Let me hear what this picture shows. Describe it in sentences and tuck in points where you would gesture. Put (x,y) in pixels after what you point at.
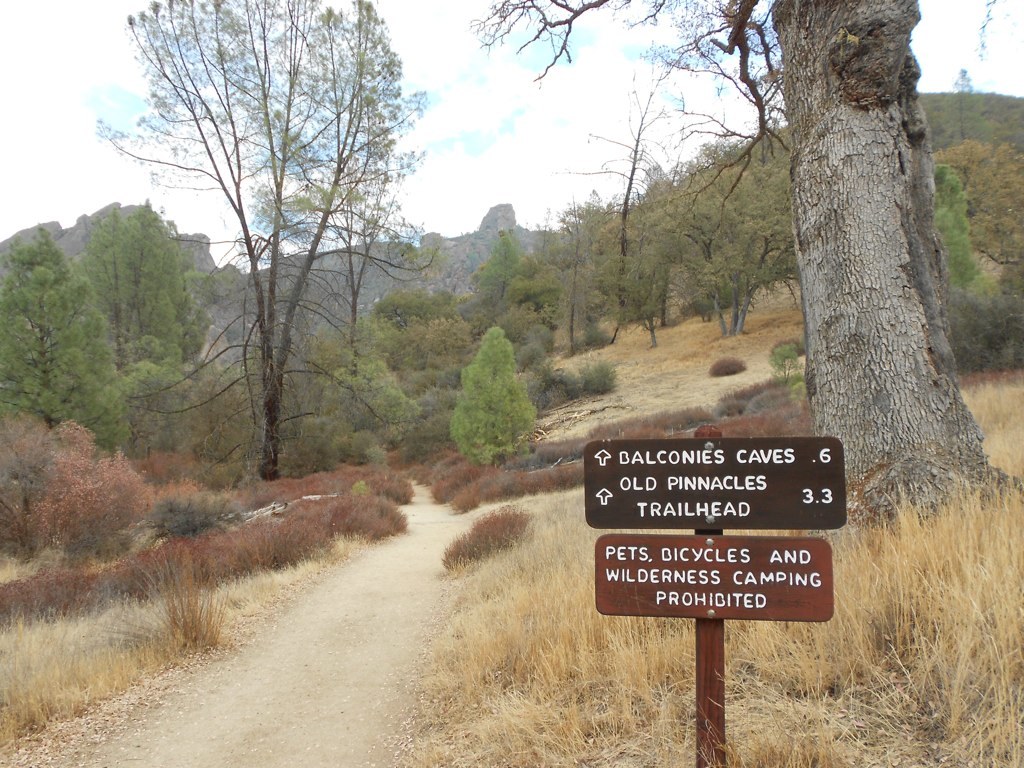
In this image I can see a two signboards (738,555). They are in black and brown color. Back Side I can see trees (527,280) and dry grass (867,616). The sky (547,79) is in blue and white color.
